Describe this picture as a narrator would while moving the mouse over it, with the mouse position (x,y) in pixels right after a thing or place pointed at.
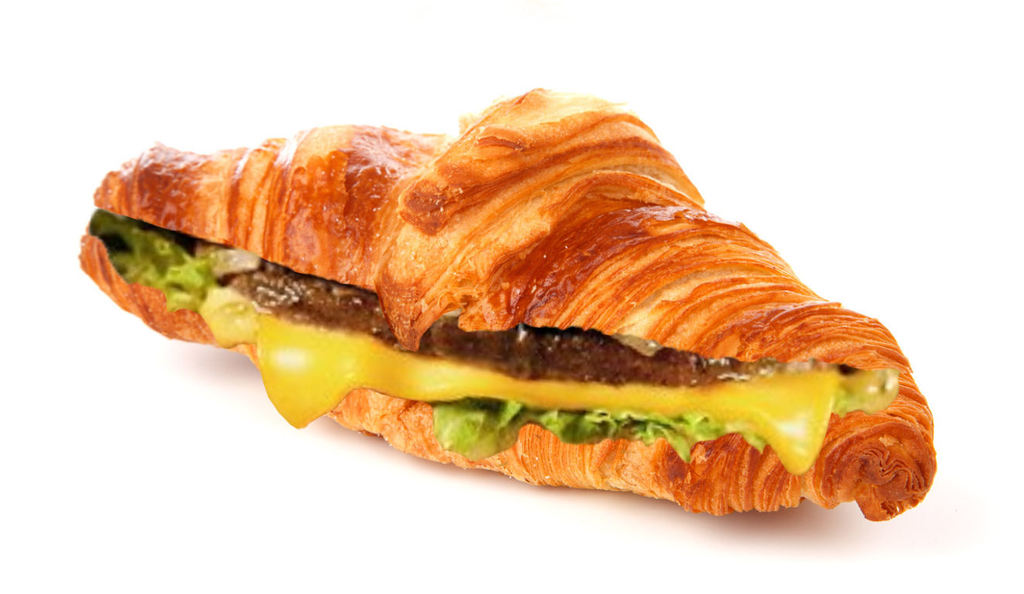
In the middle of this image (534,246), there is a food item (444,433) arranged on a surface (17,566). And the background (14,237) is white in color.
